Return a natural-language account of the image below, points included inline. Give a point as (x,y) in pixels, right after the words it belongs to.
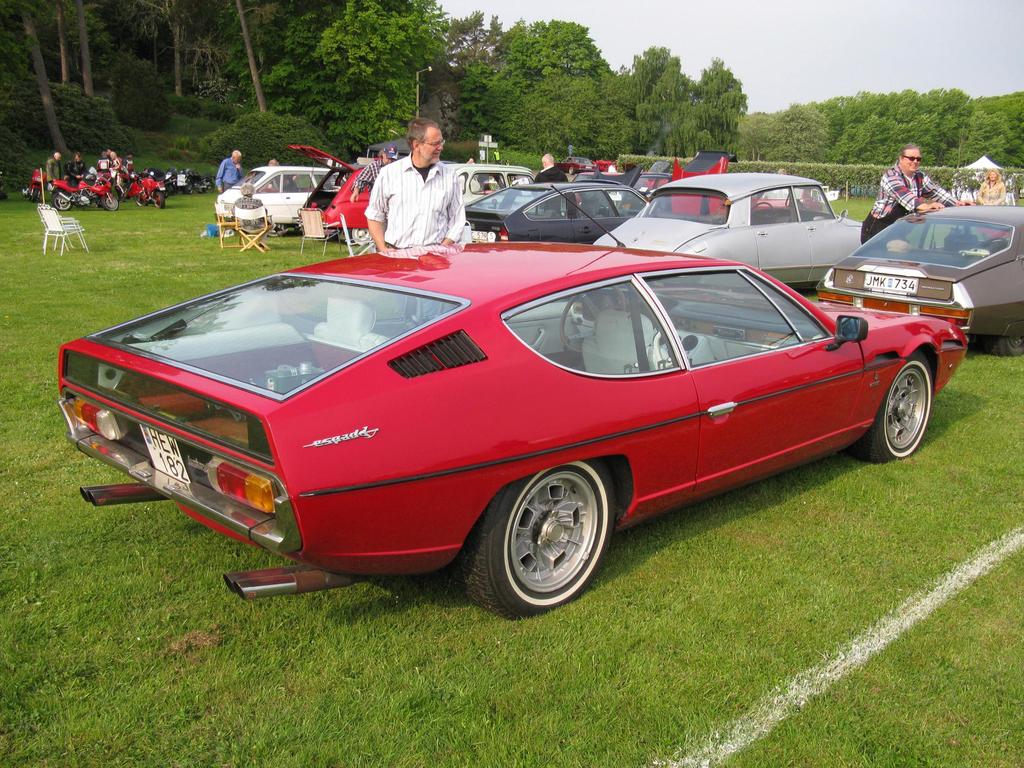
In this image I can see the vehicles (406,290) on the ground (785,500). These vehicles (667,480) are colorful. To the side of these vehicles (480,214) I can see few people (413,222) with different color dresses (428,230) and one person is sitting on the chair (228,219). In the background (64,191) I can see few people (115,159) are at the motorbikes (79,184). I can also see the trees (606,82) and the sky (598,38) in the back (623,38).
